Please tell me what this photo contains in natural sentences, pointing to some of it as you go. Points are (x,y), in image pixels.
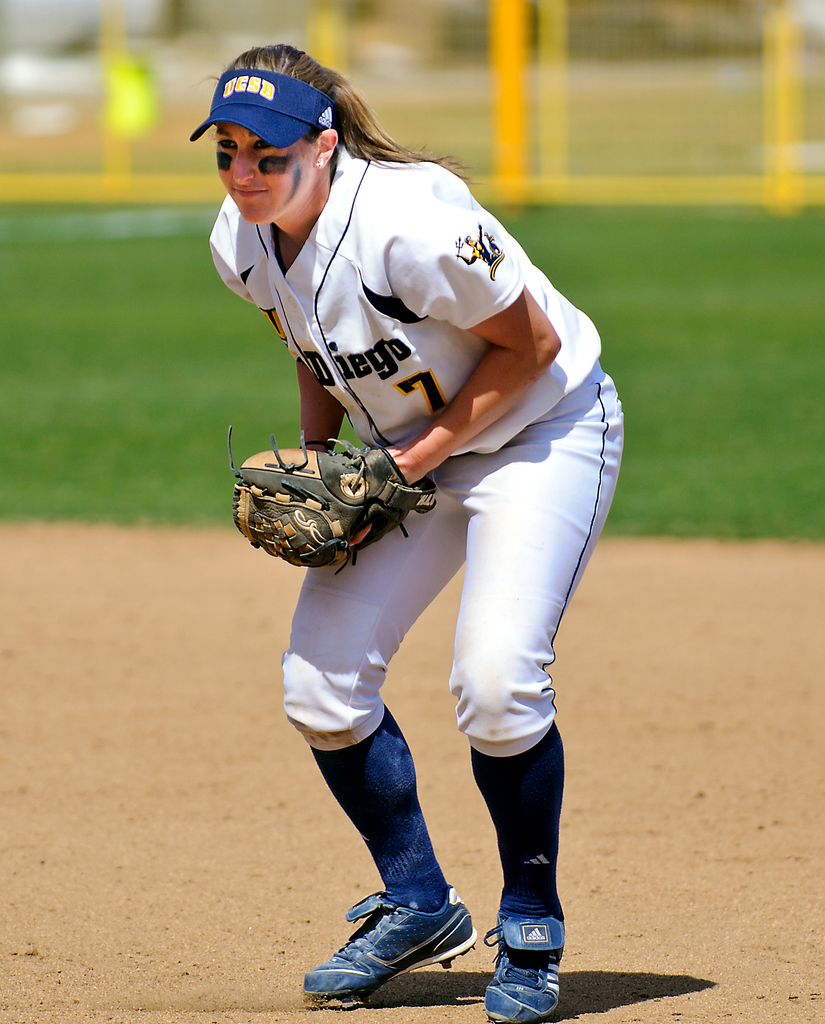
In this image we can see a woman (397,424) on the ground (453,774). Behind the woman (380,417) we can see the grass (266,336) and fencing (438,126). The background of the image (467,121) is blurred.
